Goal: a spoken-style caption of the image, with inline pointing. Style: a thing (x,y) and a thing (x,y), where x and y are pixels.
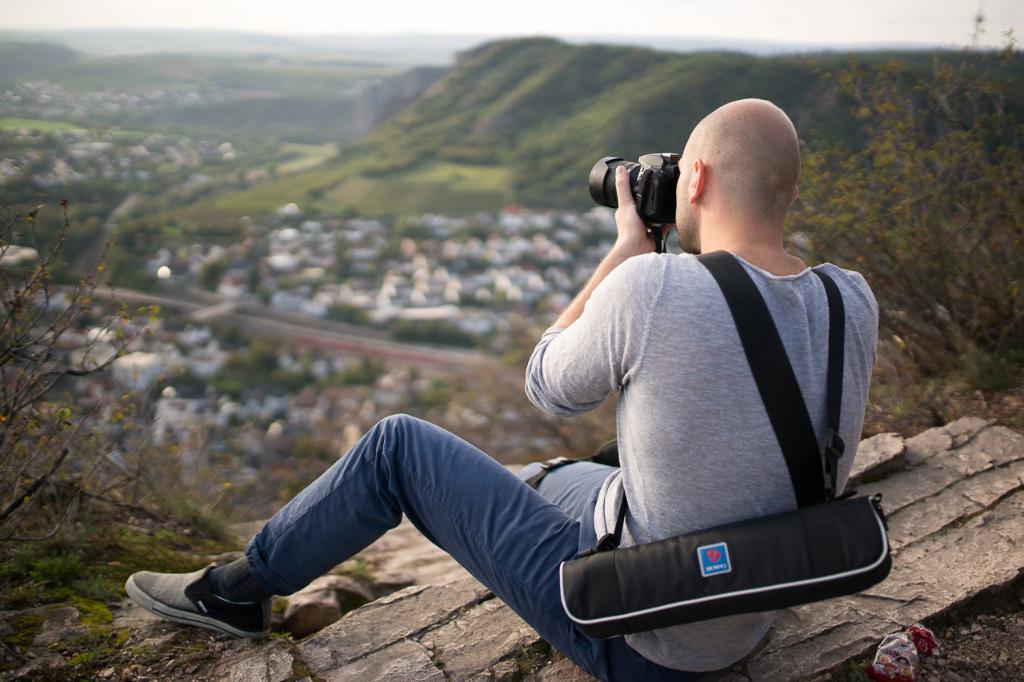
In this picture man (658,335) is sitting on the ground (917,554) holding a camera (646,191) and clicking the image. He is wearing a backpack (737,572) of black in colour. At the right side (939,236) there is a plant (956,226). In the front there are grass (458,178), mountains (435,127).
